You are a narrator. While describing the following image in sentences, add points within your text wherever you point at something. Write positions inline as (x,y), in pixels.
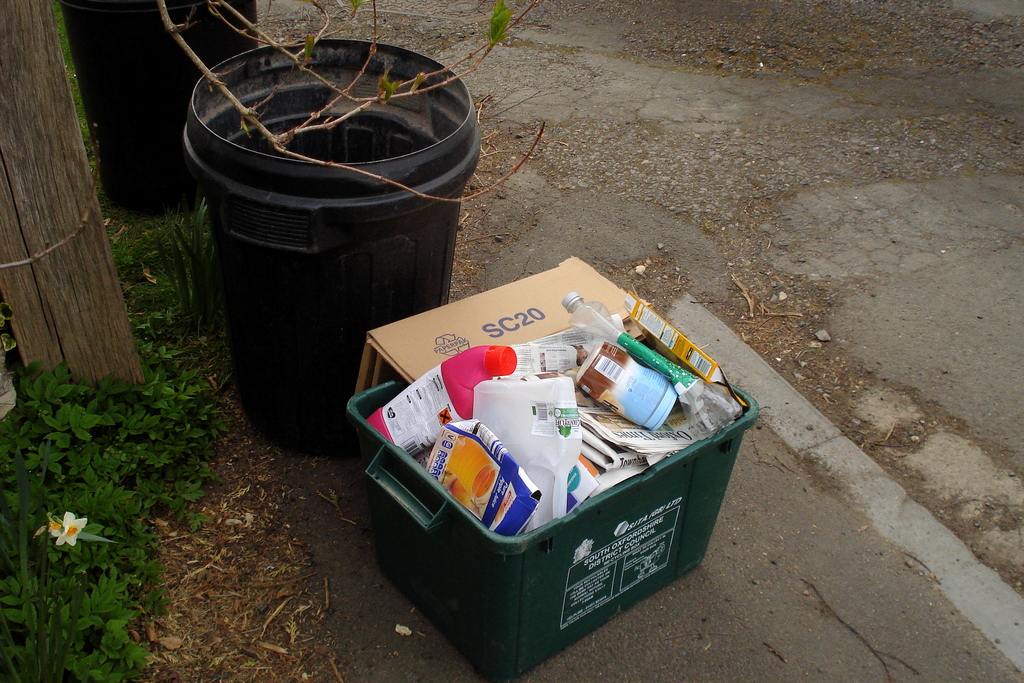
In this image I can see on the left side (95,502) there are flowers (53,521) in these plants (83,500). There is a wooden plank (31,223) in the middle (604,376) there is a green color tub (583,524) and there are items (547,414) in it. Beside it there is a black color bucket (359,194), there are stems (248,114) of plants (255,31). On the right side (808,245) there is the road (764,281) in this image.
